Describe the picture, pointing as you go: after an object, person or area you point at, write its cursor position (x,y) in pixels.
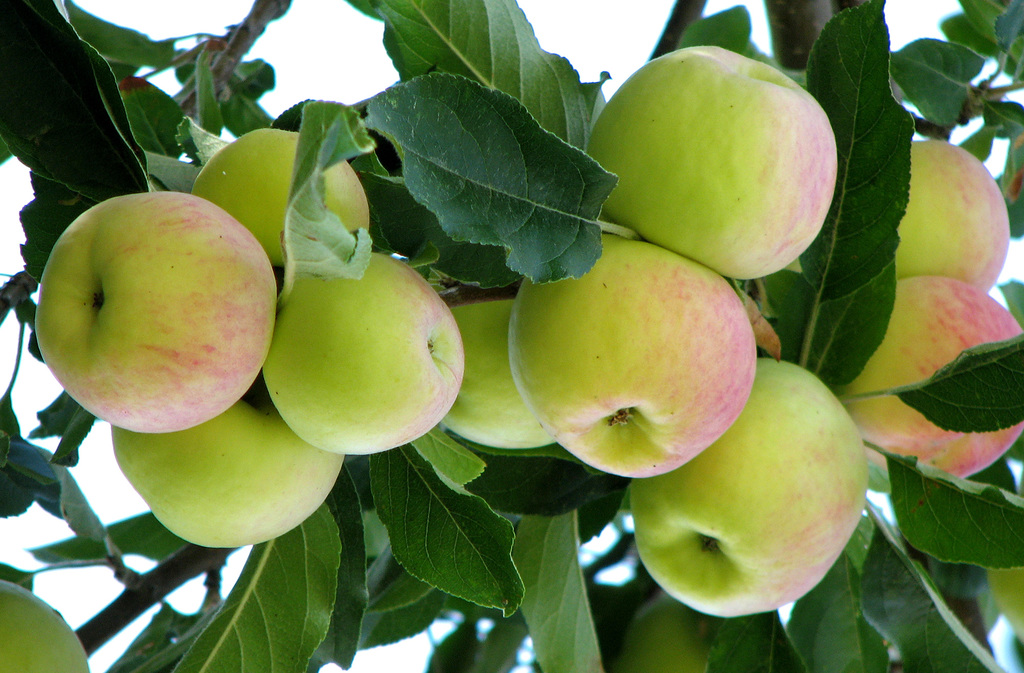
In this image we can see apples (653,234), leaves (520,494) and stems (218,581). In the background (333,52), we can see the sky (376,647).
